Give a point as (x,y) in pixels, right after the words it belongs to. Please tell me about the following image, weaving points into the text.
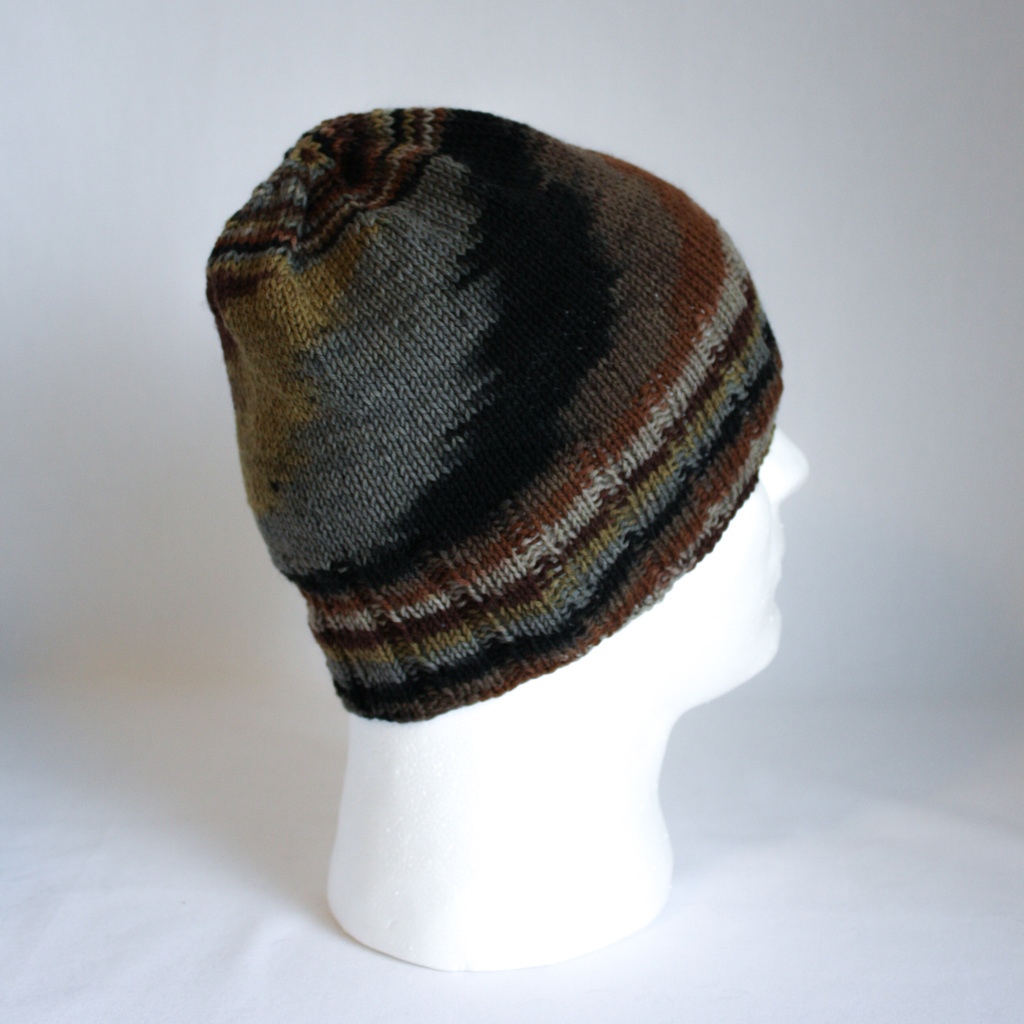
In this image, in the middle (634,659), we can see a mannequin (751,636) wearing a cap (422,461). In the background (988,140), we can see white color.
